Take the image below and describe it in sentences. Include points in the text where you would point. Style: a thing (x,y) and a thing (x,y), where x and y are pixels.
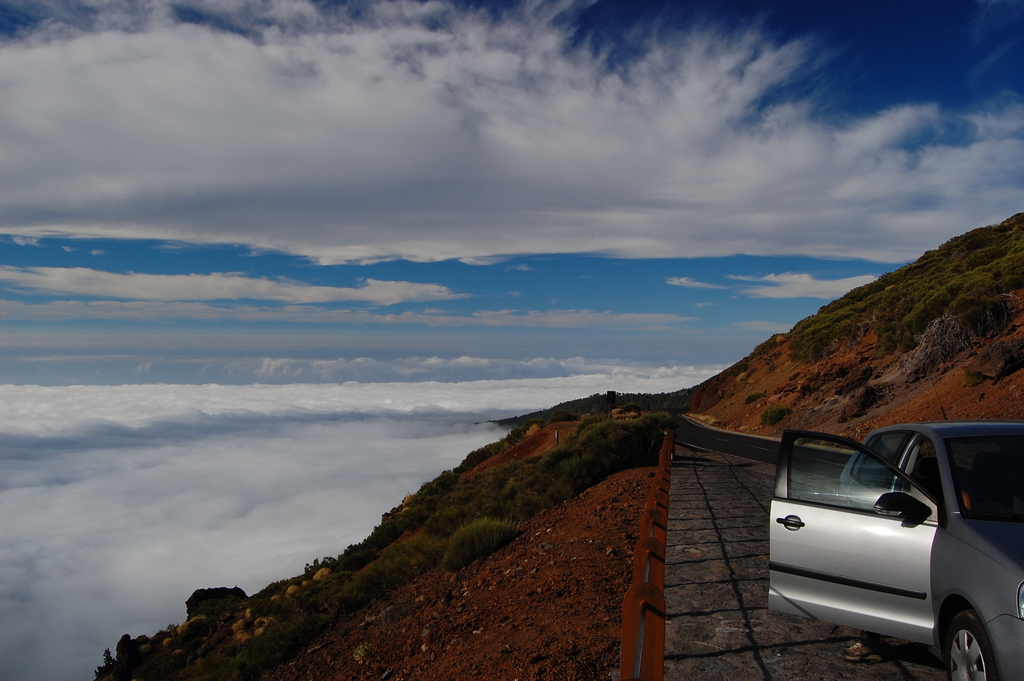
In this image I can see the vehicle (947,631). In the background (588,454) I can see few trees (538,502) in green color and the sky (502,283) is in blue and white color.
